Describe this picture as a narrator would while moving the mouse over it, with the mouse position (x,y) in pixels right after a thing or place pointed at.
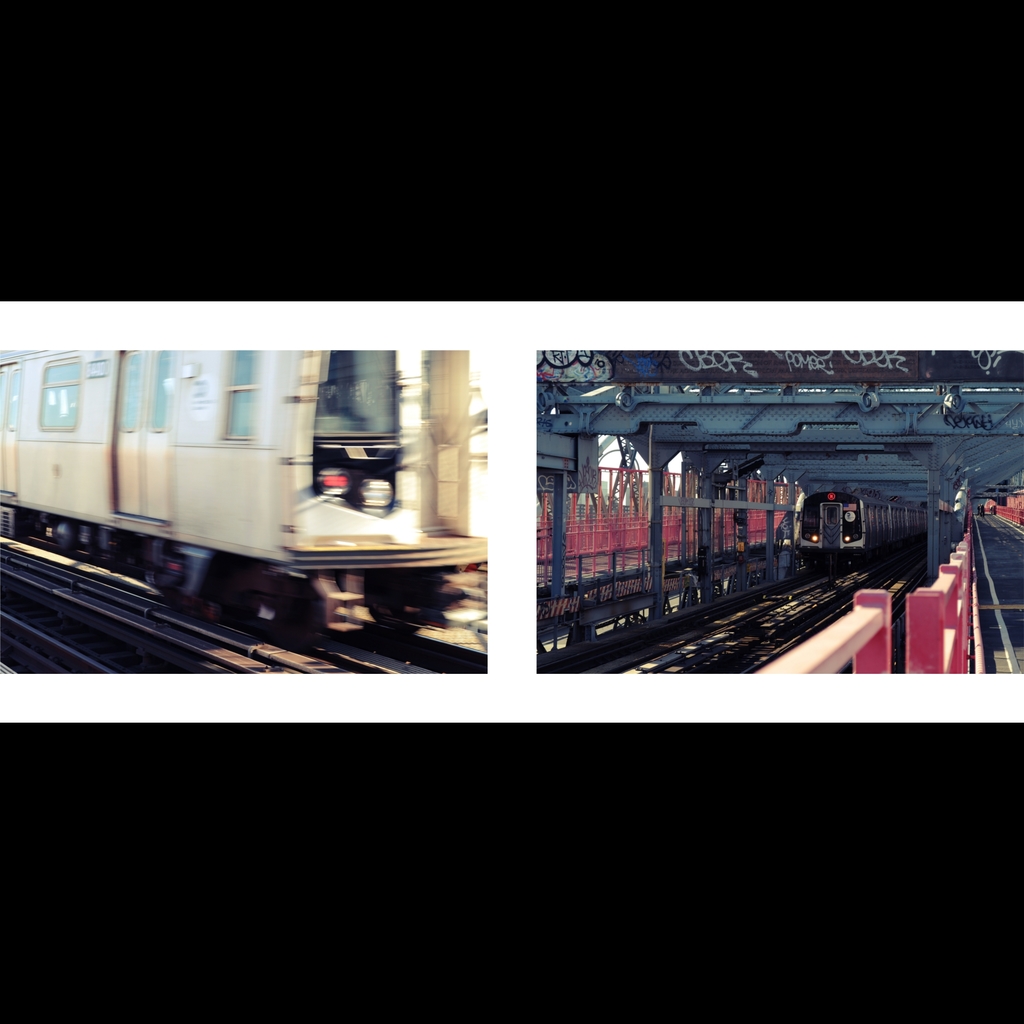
It is a collage picture. On the left side of the image (300,492) we can see a train (340,486) on the track (184,624). On the right side of the image (784,588) we can see a train (869,526) and a few other objects (715,635). And we can see the black colored border (502,182) at the top (475,238) and bottom of the image (230,896).
